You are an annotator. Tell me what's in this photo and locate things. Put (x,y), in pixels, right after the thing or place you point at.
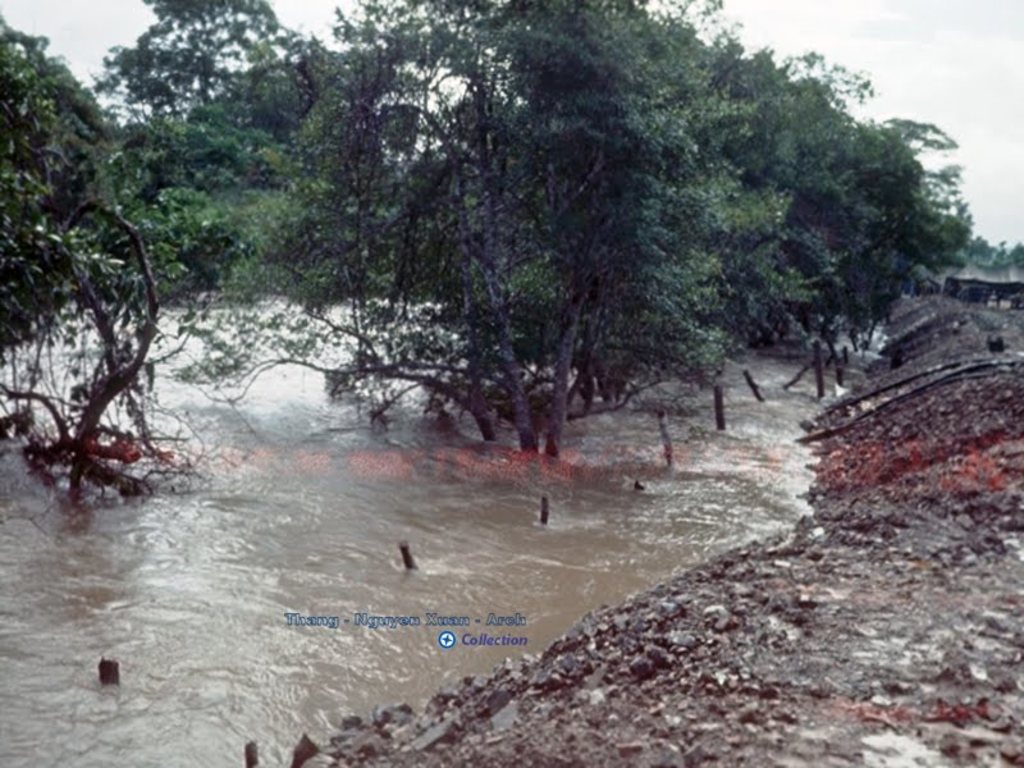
In this image I can see the water (682,495), few trees (553,266) in green color and the sky (900,58) is in white color.
